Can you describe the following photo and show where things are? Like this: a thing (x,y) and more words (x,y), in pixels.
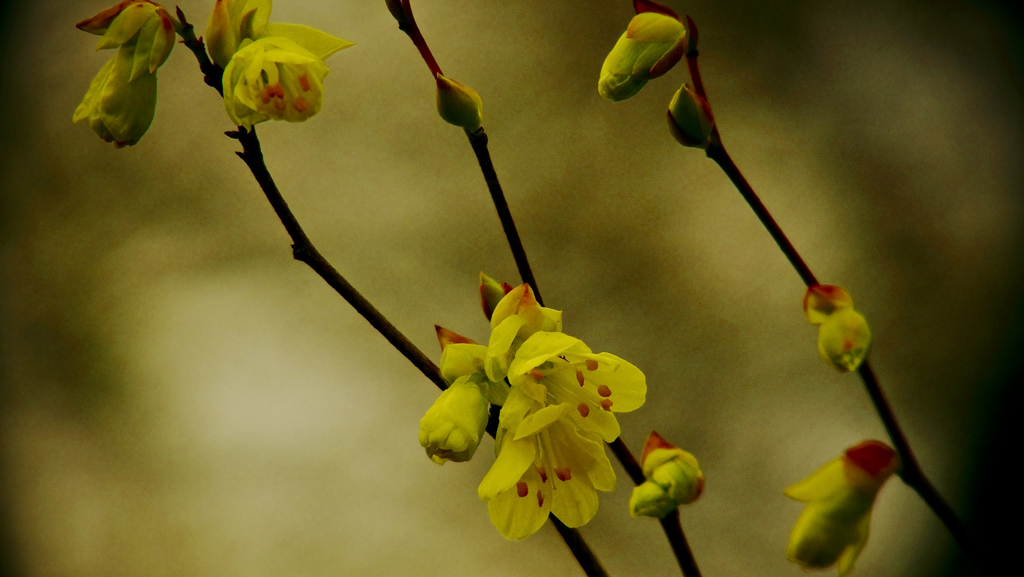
In the foreground of this picture (277,105) we can see the flowers (254,99), buds (673,108) and the stems (761,219). The background of the image (382,61) is blurry.
